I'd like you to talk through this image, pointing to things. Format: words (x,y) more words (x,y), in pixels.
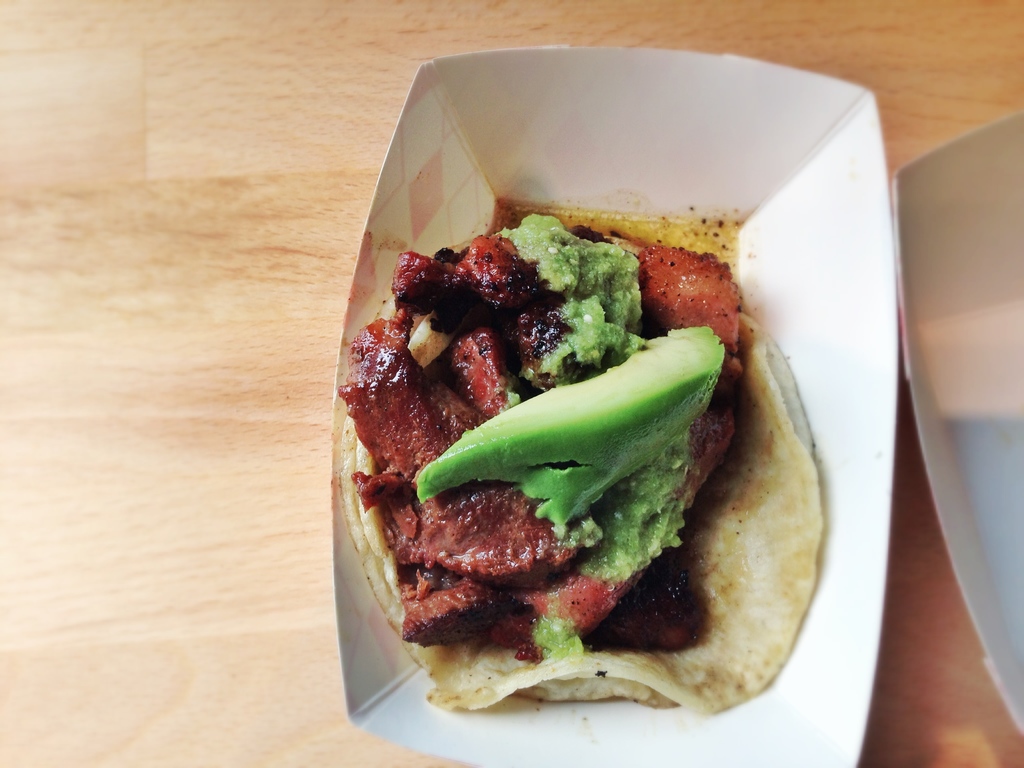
In this image, I can see some food (664,340) in the paper bowl (514,174). This paper bowl (412,173) is placed on the wooden table (169,240).
